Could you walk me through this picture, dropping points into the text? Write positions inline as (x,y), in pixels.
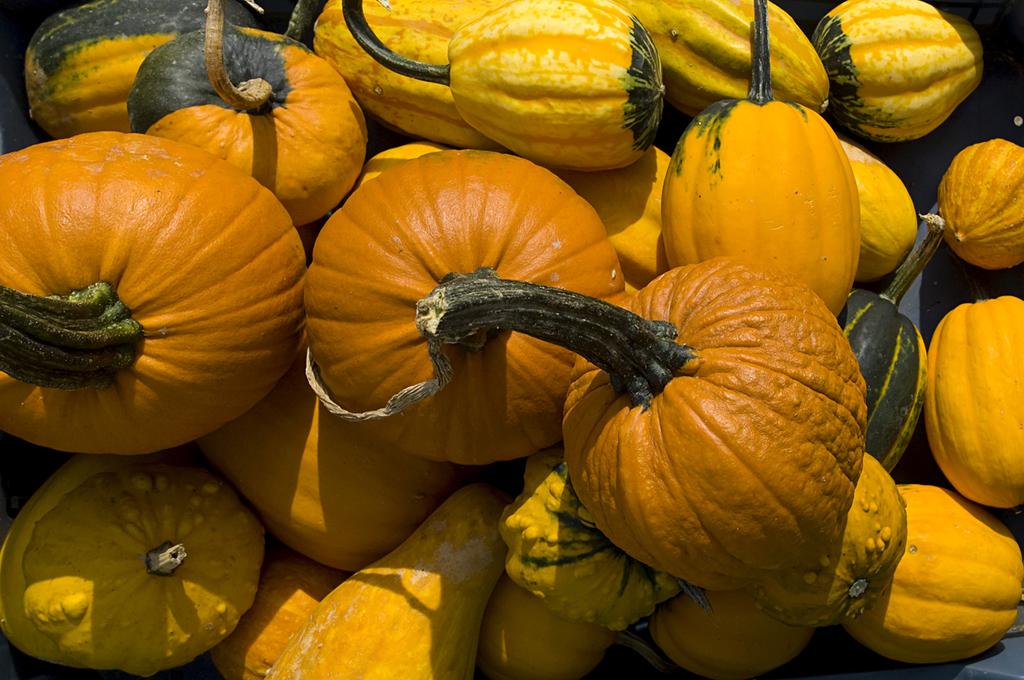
In this picture we can see a group of pumpkins (294,584) placed on a platform (1002,17).
